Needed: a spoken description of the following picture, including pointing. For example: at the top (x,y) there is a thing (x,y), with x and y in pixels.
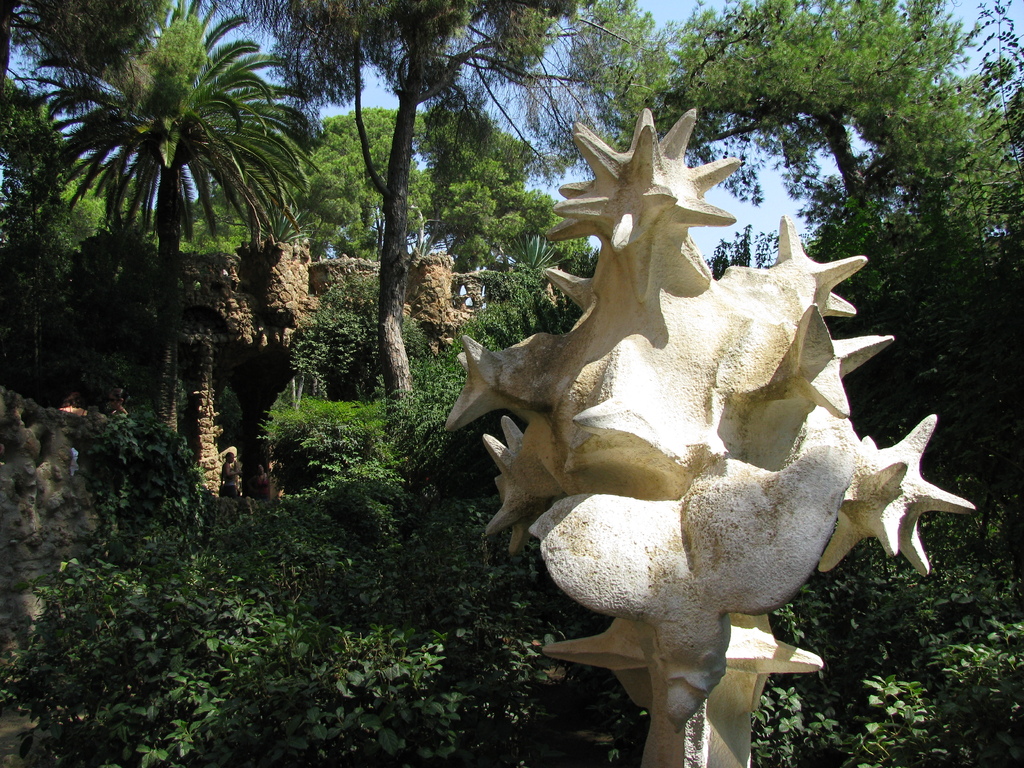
In this image I can see the cream color statue (673,454). In the background (395,556) I can see the plants (307,554), rock structure (280,316), many trees (462,154) and the blue sky (559,101).
